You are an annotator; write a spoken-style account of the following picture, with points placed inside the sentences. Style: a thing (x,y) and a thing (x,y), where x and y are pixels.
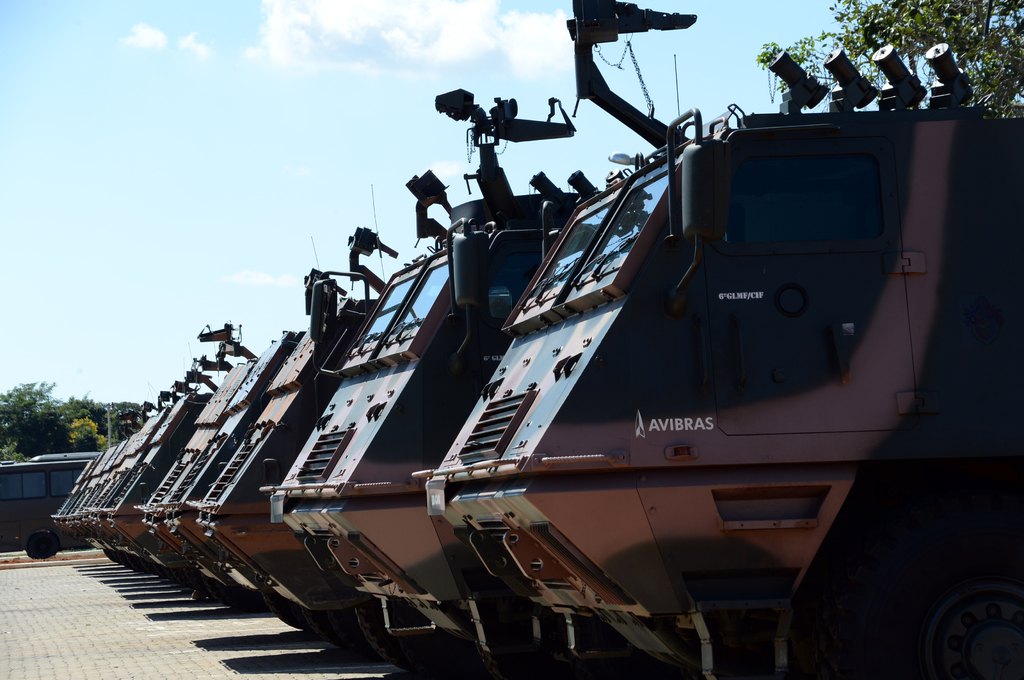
This picture contains many vehicles (442,476) which are in brown color are parked on the road (169,666). Beside that, we see a black van (58,496) is moving on the road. There are trees (19,411) in the background (17,427). At the top of the picture (363,149), we see the sky (479,95). It is a sunny day.
